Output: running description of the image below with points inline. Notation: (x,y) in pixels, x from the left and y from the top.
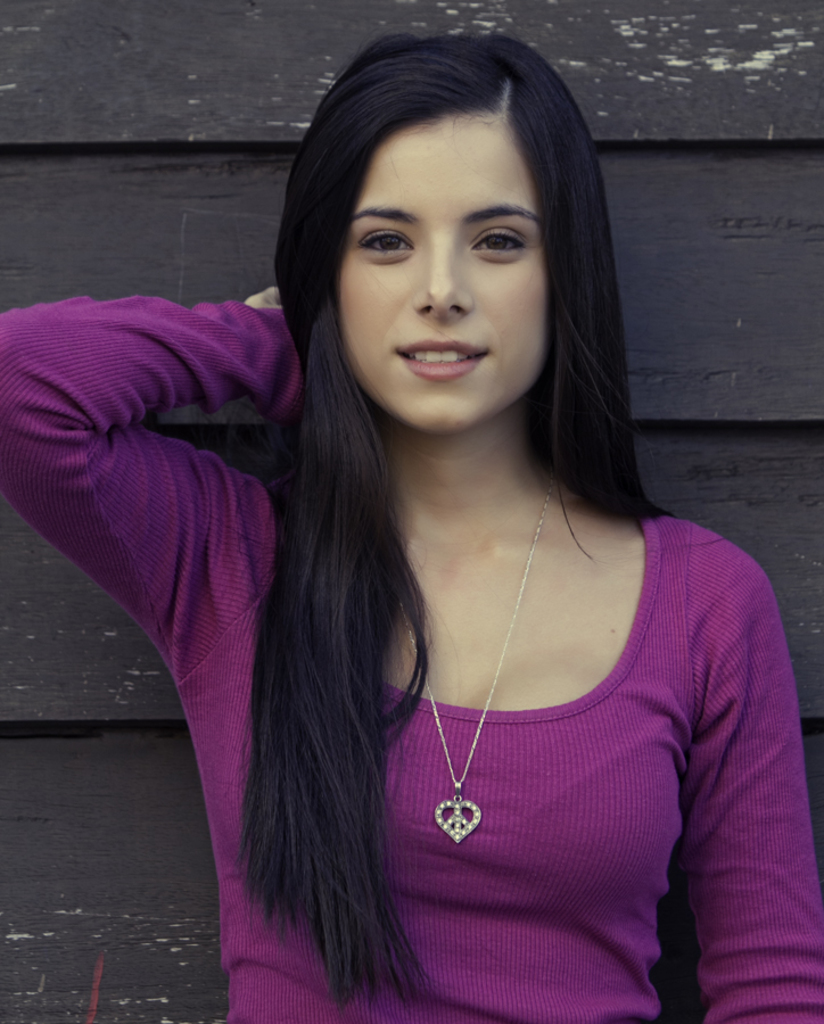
The girl (522,794) in the purple T-shirt (533,805) is standing. She is smiling and she is posing for the photo. In the background (109,170), it is black in color.
